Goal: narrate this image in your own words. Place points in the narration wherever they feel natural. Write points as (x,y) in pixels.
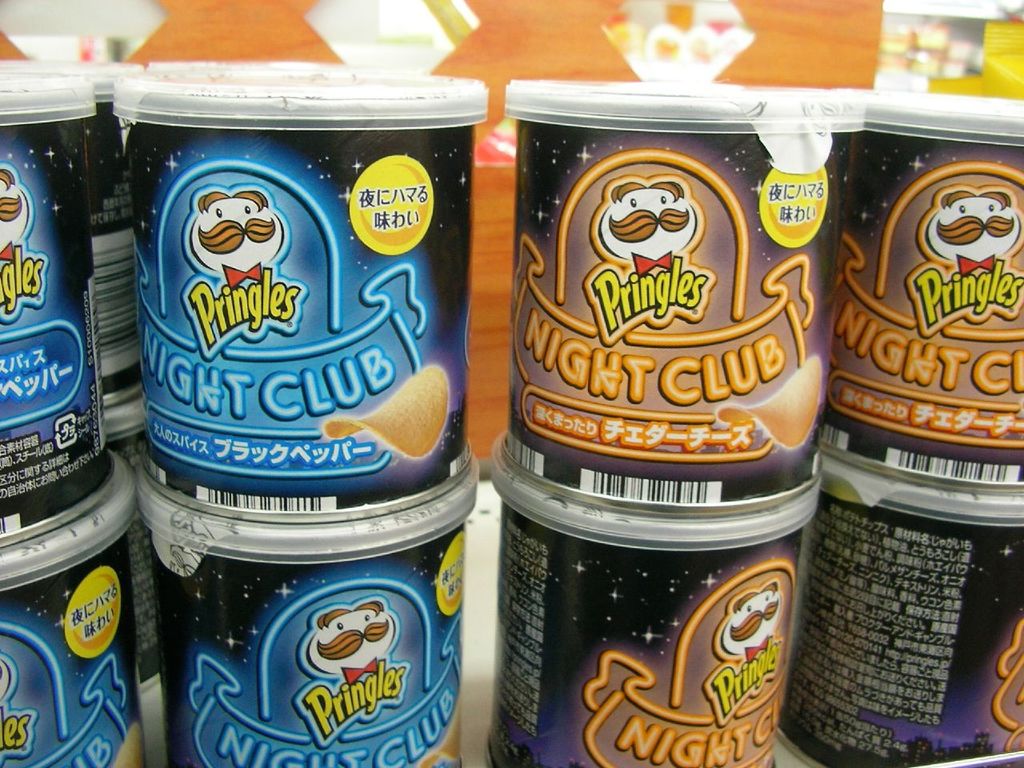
In this image we can see there are so many chip boxes (383,510) kept in row.
